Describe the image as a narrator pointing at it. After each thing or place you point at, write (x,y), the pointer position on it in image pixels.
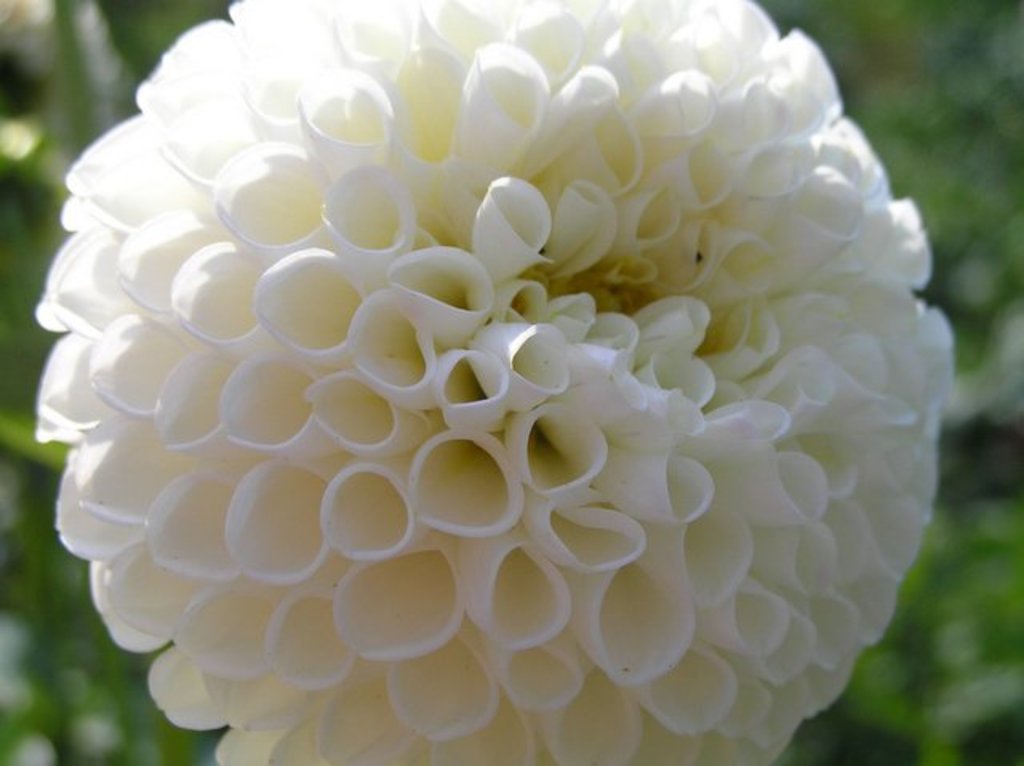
In this picture we can see a white flower (372,448). Behind the flower (240,359) there is the blurred background (1013,183).
